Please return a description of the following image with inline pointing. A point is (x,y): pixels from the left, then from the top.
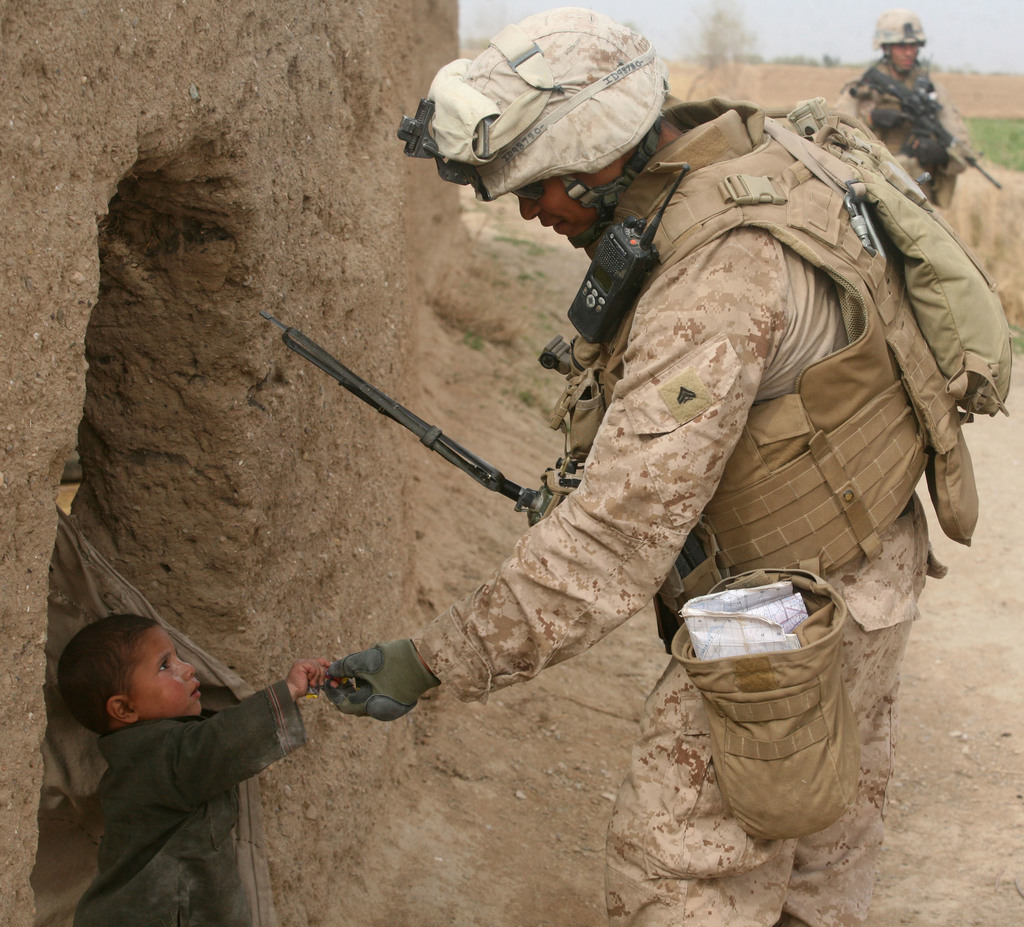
There is a man (722,154) standing and wore helmet (556,120), bag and glove (387,645) and we can see gun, in front of this man (327,685) we can see a boy (149,793) and we can see wall (401,522). In the background (1008,32) there is a man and we can see grass (1020,161), tree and sky (701,37).
